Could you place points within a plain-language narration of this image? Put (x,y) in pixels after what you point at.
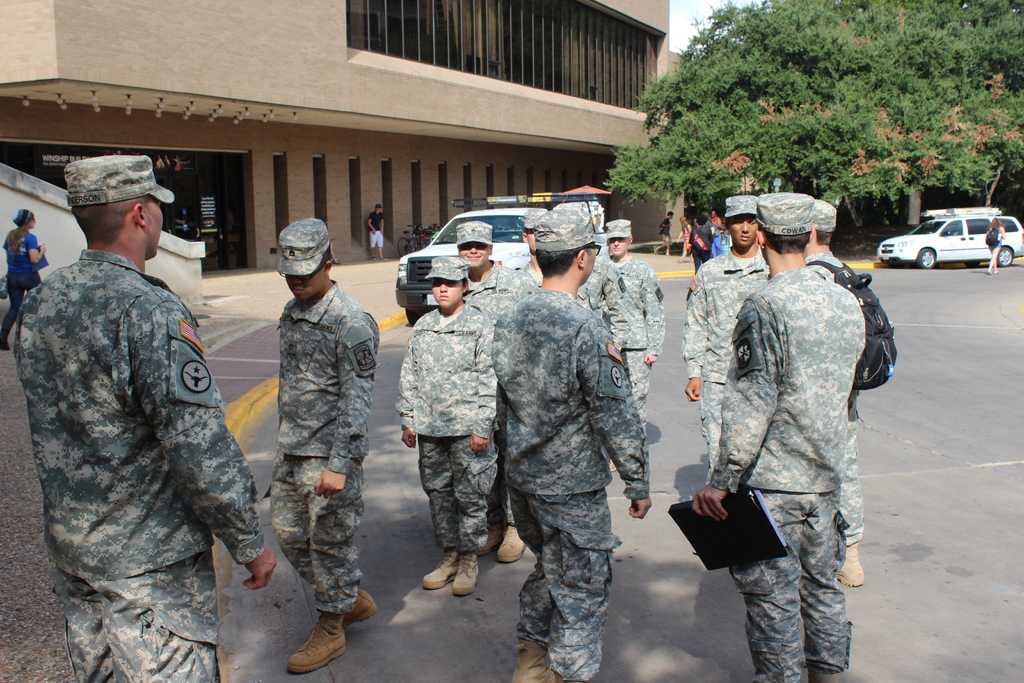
In the middle of the image (628,440) few people (744,634) are standing and walking and holding something in their hands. Behind them there are some vehicles (964,253) and trees (1017,33) and buildings (63,19).
